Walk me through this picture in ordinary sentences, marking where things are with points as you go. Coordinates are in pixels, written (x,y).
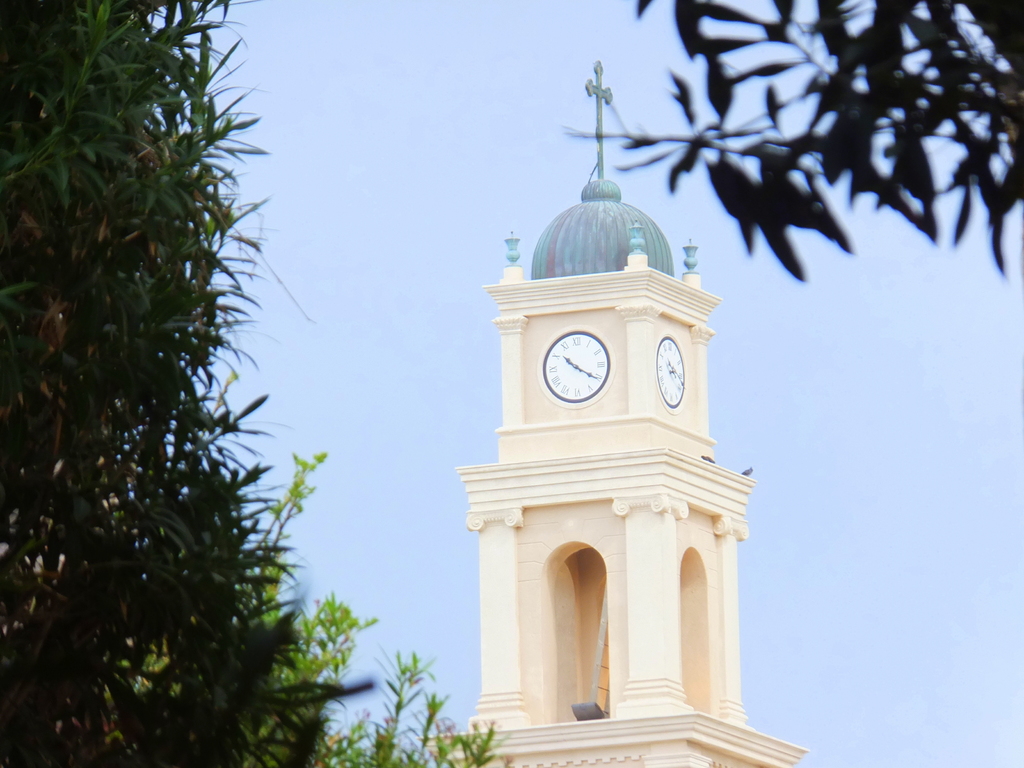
In the center of the image (614,363), we can see a clock tower (538,385) and in the background (291,264), there are trees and there is sky (376,266).
